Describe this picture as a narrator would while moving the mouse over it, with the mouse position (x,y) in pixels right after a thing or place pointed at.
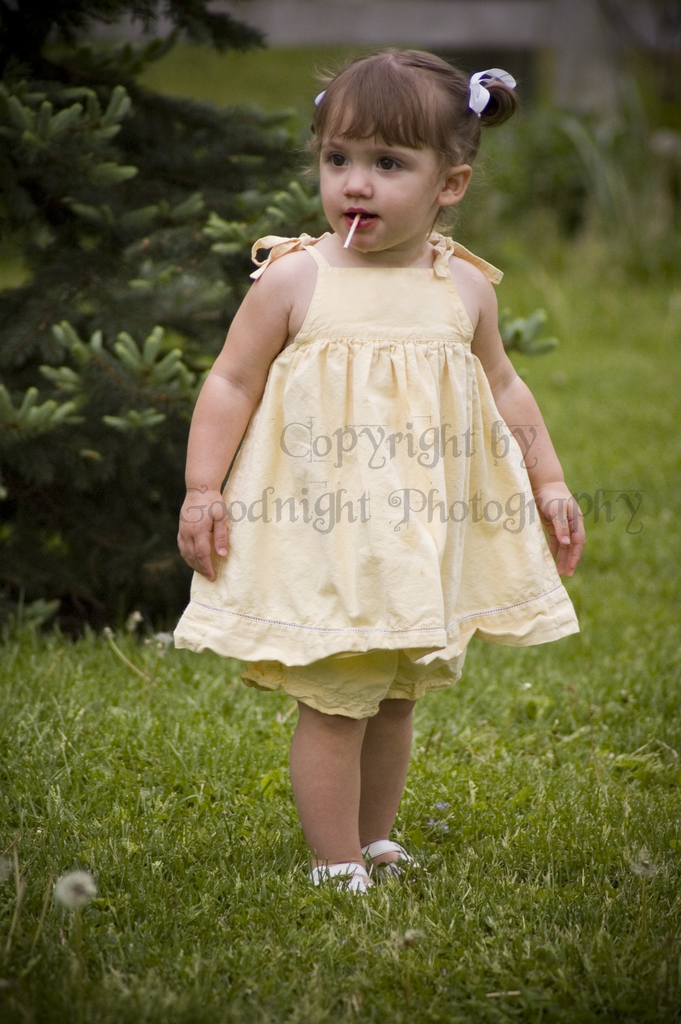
In this picture I can observe a girl (285,428) on the ground (287,988). She is wearing yellow color gown (352,440). I can observe watermark (327,438) in the middle of the picture (333,446). In the background (186,269) I can observe some plants (126,337) and grass (608,418) on the ground (608,418).
